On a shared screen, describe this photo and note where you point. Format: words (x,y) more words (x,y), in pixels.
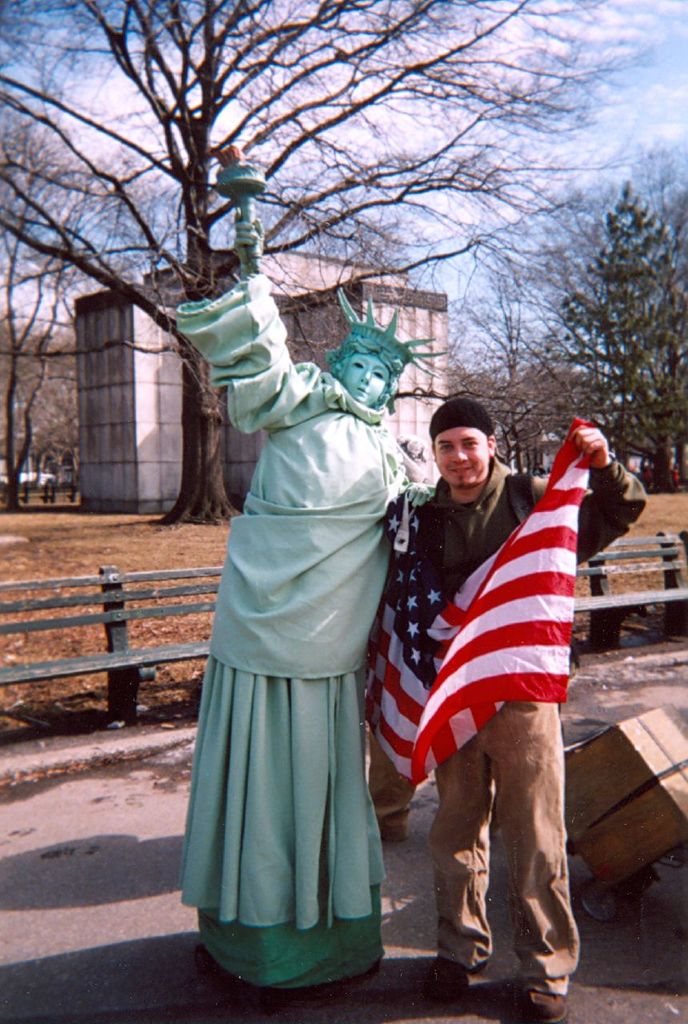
In this picture we can see a man (513,491), he is holding a flag (441,598), beside him we can see a statue (350,542), in the background (130,503) we can see few trees (212,283), a building (286,296) and clouds (433,195).
